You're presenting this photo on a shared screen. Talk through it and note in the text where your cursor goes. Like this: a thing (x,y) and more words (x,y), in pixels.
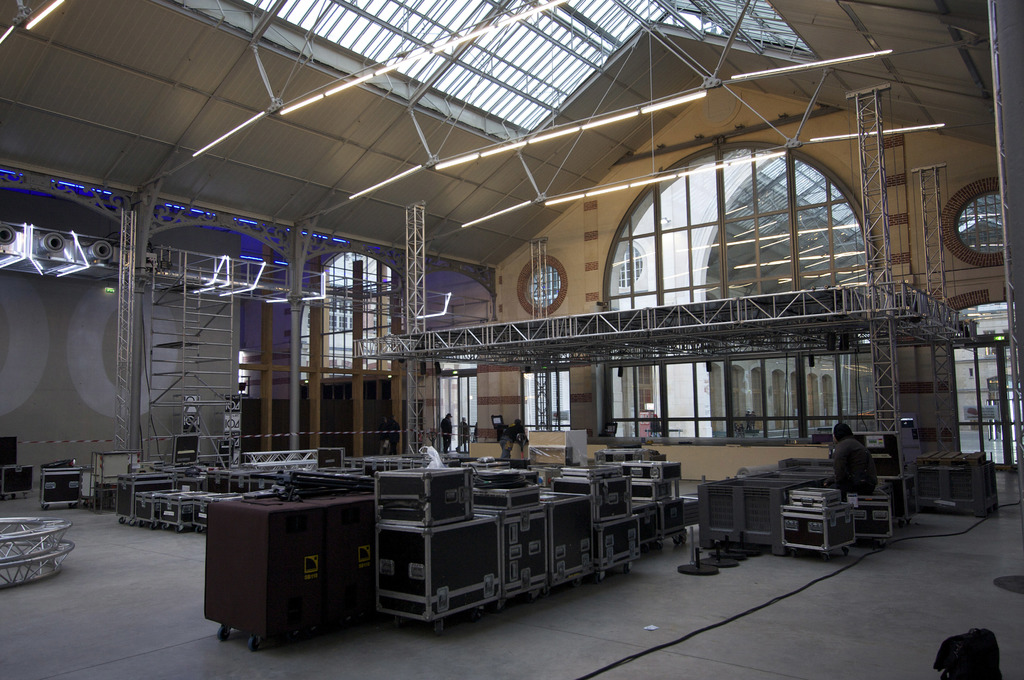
In this image there is a person (845,493) sitting in a chair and there are a few people (446,436) walking in the entrance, in this image there are some metal boxes (403,528), metal rod ladders (202,441) and some metal structures (413,353) in a metal shed (159,97) and glass rooftop hall (480,97) supported with metal rods (293,310) and glass walls (779,250) and there are cables (904,537) and some other objects (980,635) on the surface (781,659), at the top of the image (643,183) there are lights (235,128).
